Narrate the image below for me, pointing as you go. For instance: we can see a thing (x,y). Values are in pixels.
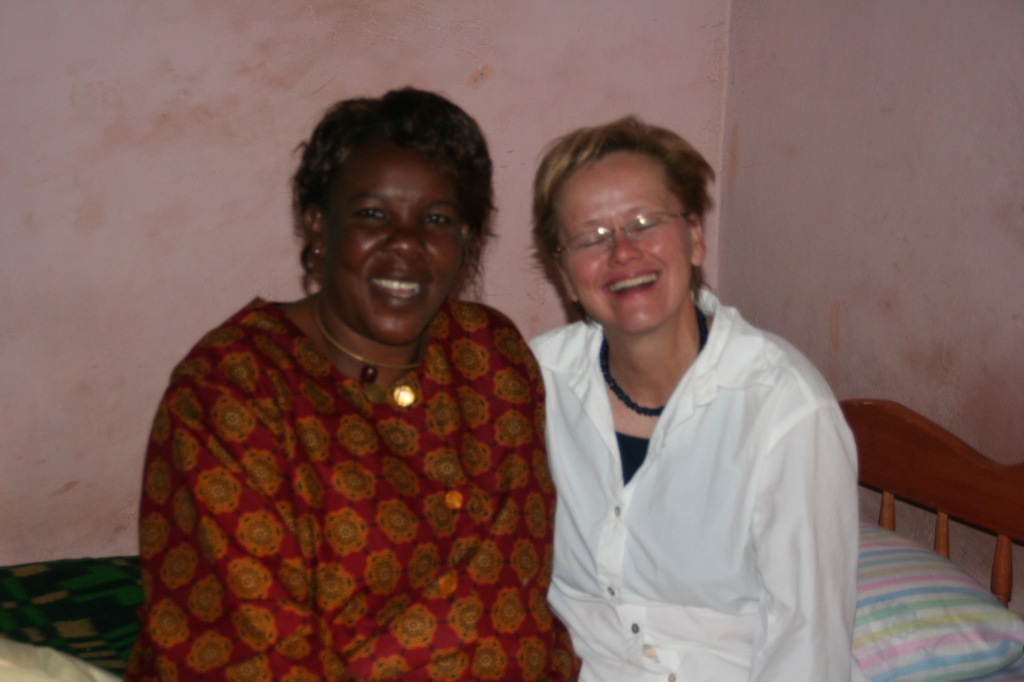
In this image there are 2 women (629,432) sitting and smiling in a bed (867,461), and at back ground (956,592) there are pillows (951,578), blanket (87,571), wall (288,168).
